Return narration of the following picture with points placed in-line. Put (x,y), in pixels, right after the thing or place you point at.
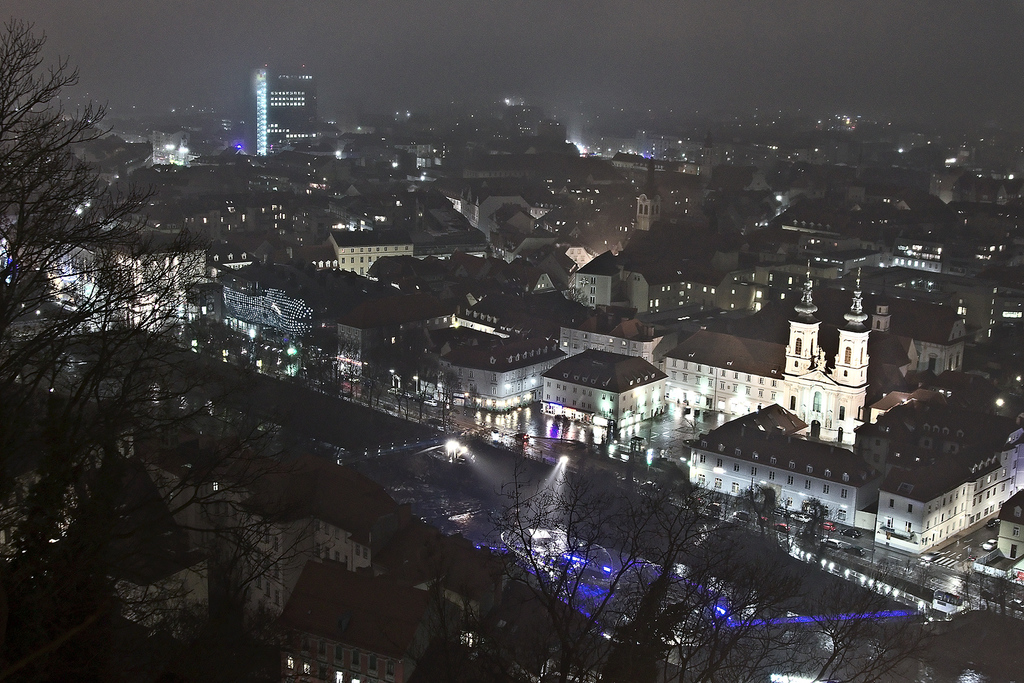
As we can see in the image there are buildings (626,366), lights (605,436), water (629,494), trees (472,606) and sky (577,28). The image is little dark.
